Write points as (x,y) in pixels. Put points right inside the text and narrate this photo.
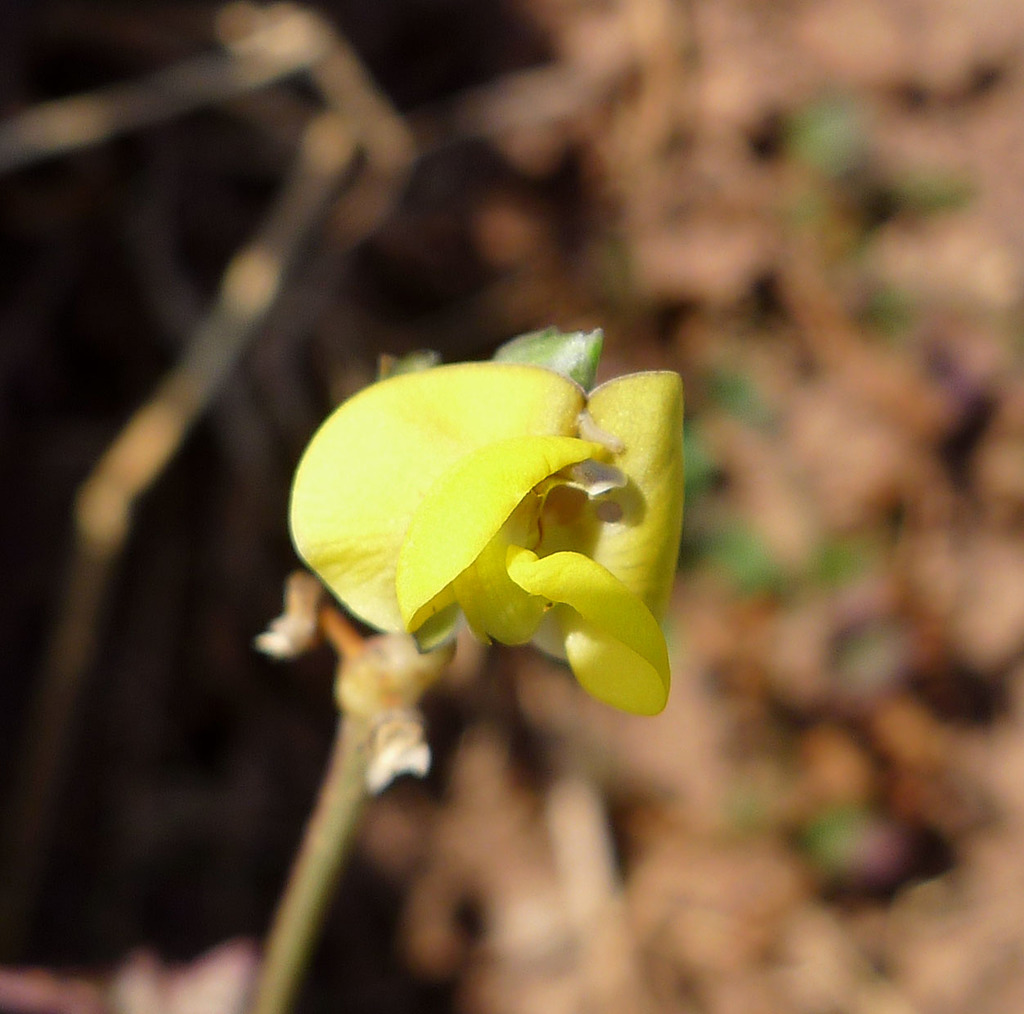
In this image we can see a yellow color flower (536,490) with blurry background (941,975).
